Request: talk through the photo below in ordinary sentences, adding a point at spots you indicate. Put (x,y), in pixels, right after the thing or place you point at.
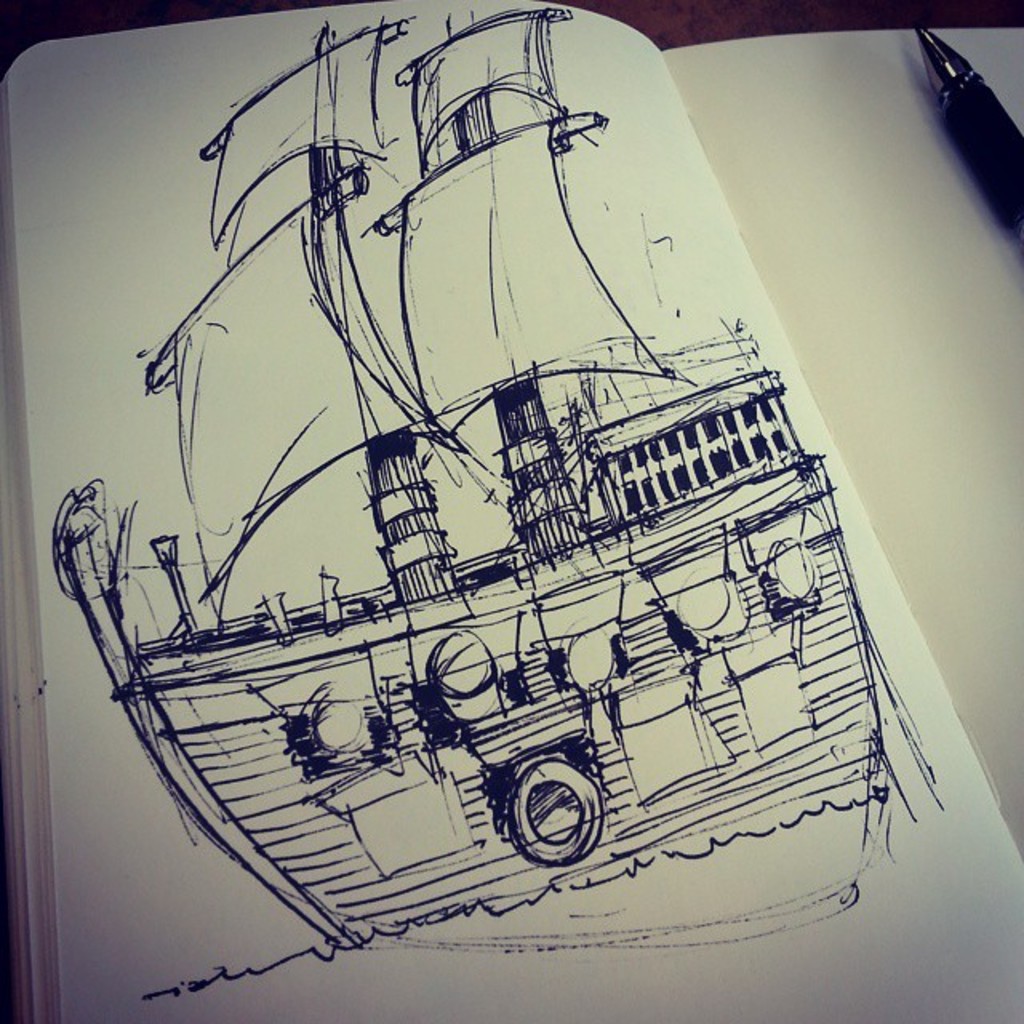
In this image, I can see a drawing (564,888) of a ship (550,728) on the paper (196,323). At the top right corner of the image (988,153), there is a pen (964,155).
